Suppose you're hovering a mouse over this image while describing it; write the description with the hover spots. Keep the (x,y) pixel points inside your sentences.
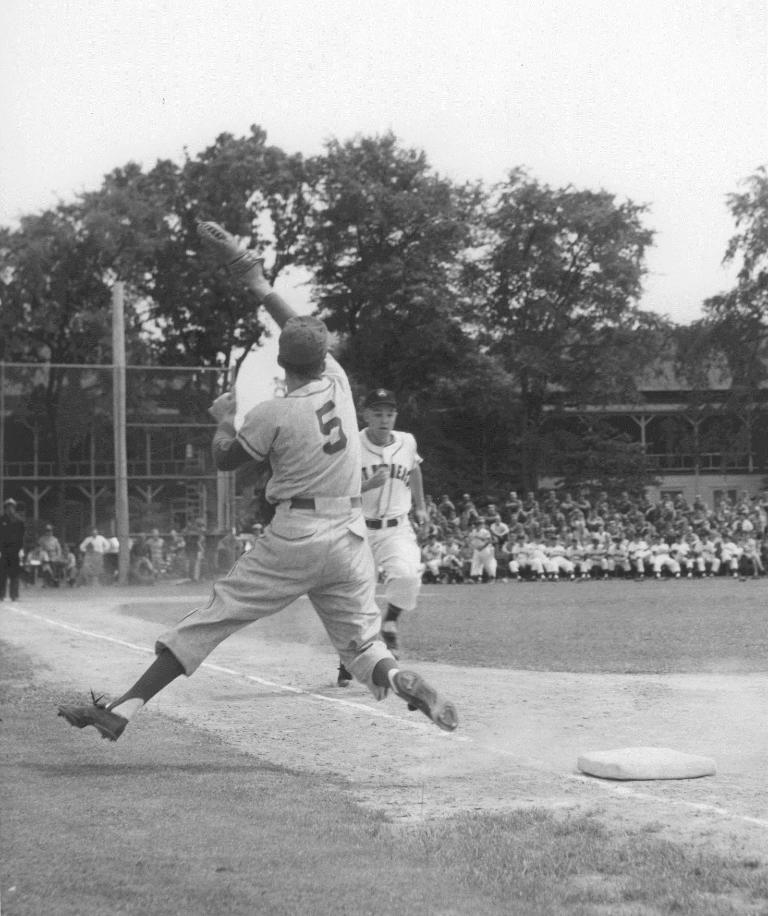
This is a black and white image. In the center of the image (404,570) we can see two persons (360,531) are playing. In the background of the image (514,540) we can see a group of people (576,552), pole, mesh (187,423), building (721,465), trees (525,430). At the top of the image (621,88) we can see the sky (475,63). At the bottom of the image (484,828) we can see the ground (366,781) and object (644,758).
